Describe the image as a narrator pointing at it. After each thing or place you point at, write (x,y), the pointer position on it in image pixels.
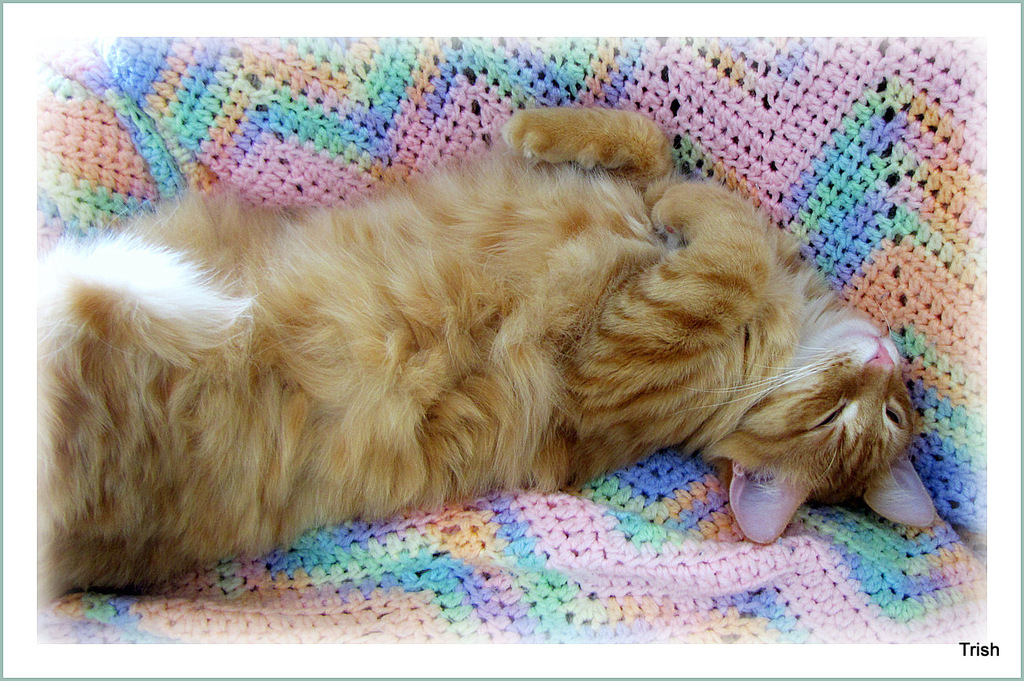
In this image we can see a cat (532,348) sleeping on a blanket (622,530).
